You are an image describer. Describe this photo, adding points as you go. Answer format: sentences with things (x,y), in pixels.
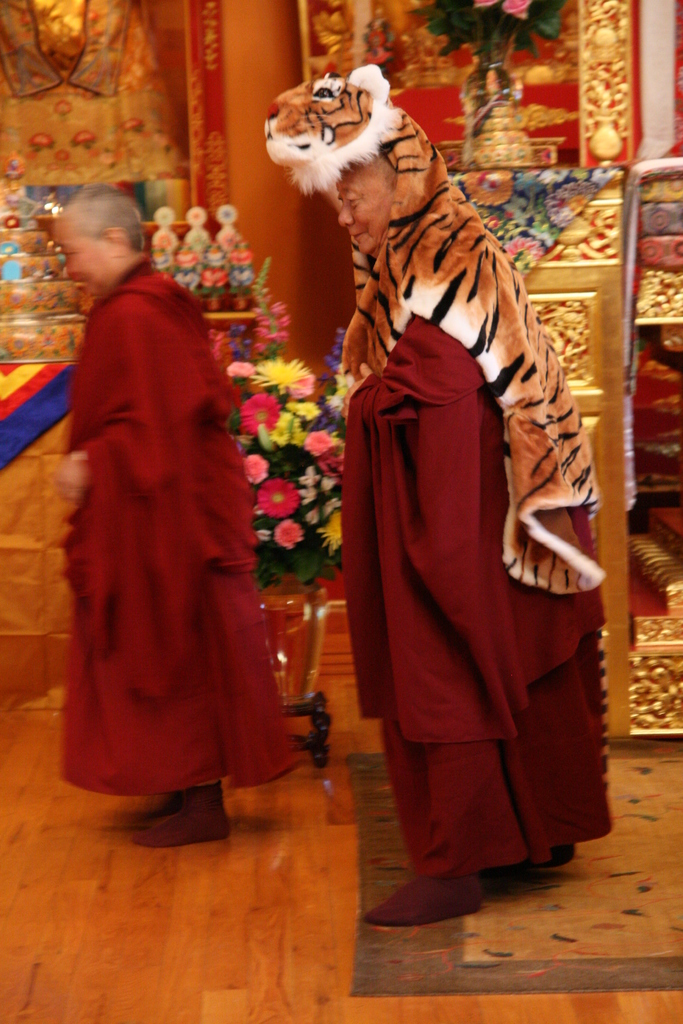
In the center of the picture (438,475) there is a man (432,442) standing. On the left (173,446) there is a person (148,631) standing. In the background (304,539) there are flower vases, flowers (283,455) and gods idols (65,51).
